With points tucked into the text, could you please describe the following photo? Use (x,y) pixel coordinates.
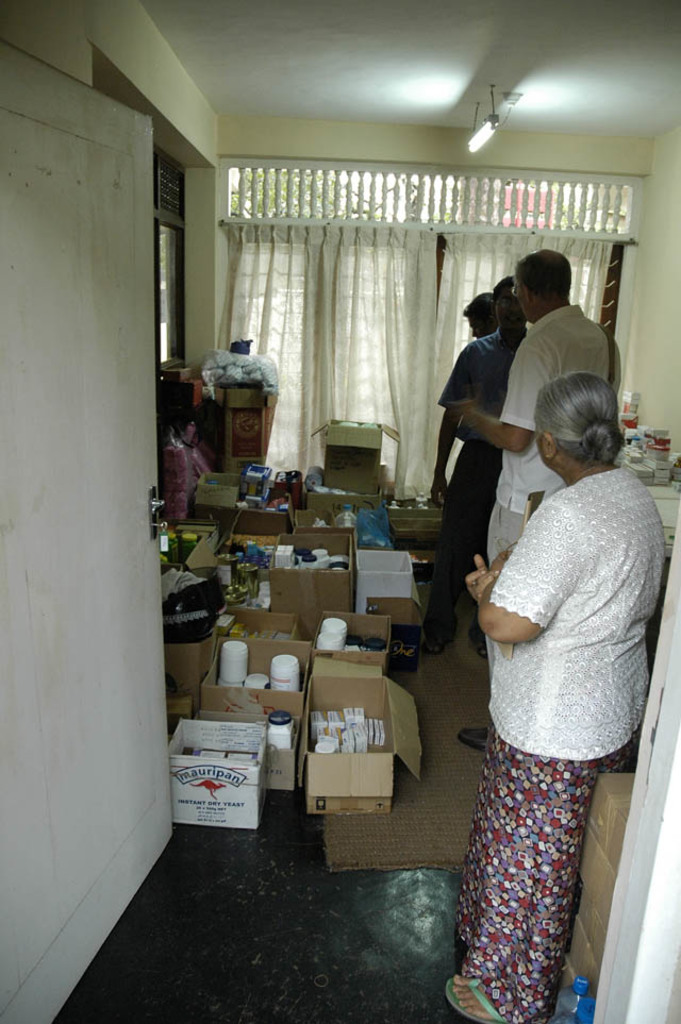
In this image we can see few people (473,520) standing. On the left side (106,667) there is a door (108,635). On the floor (325,924) there is a carpet (412,825). Also there are many boxes (214,497) with different items (180,509). In the background (571,192) there is a railing (412,184). Also there are curtains (452,268). On the ceiling (497,103) there are lights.
